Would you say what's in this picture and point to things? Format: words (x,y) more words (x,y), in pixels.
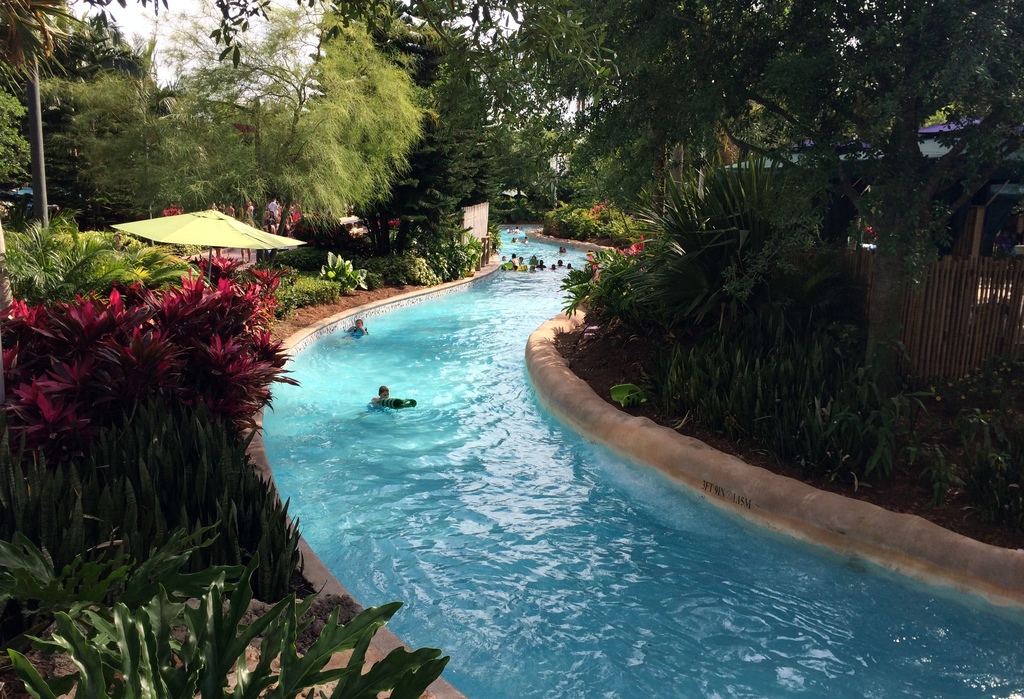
In this image in the center (450,347) there is a swimming pool (472,456), and on the right side (773,265) and left side (34,557) there are some plants (80,382), trees (859,114), fence (951,292). And in the swimming pool (537,311) there are some people (503,261) swimming, in the background (239,215) there are some people (294,211), umbrella (206,219), trees (298,111). On the left side (31,139) there is a pole (42,190), and on the right side (993,204) there are building (1000,192) and some people (1006,234) and a pole (973,220).
